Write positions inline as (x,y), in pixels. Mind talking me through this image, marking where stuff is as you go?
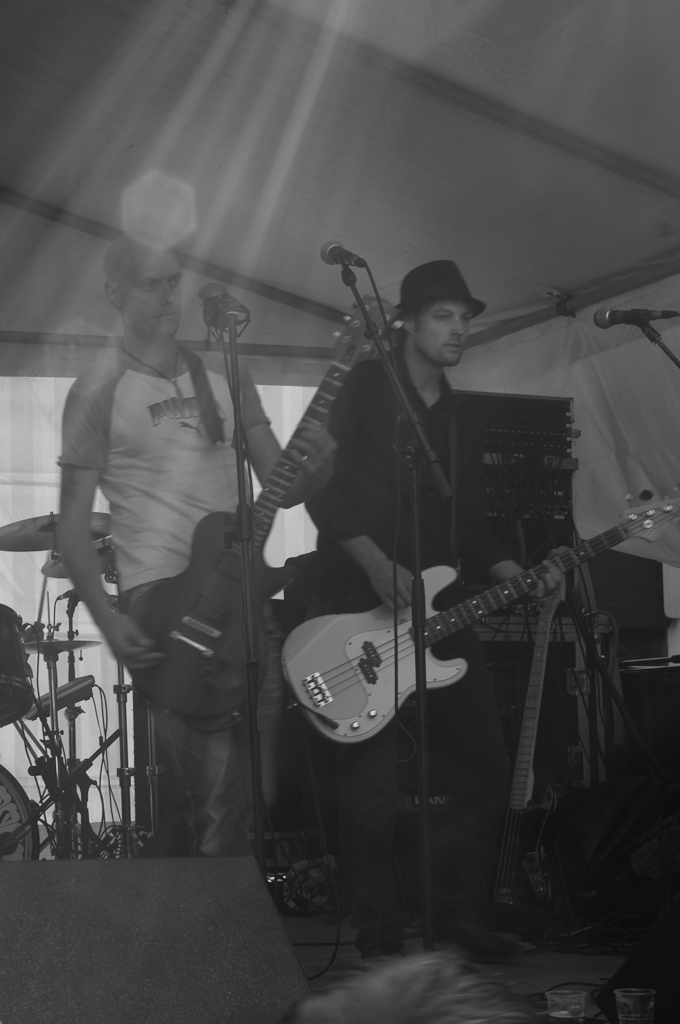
In the image we can see there are people (387,591) who are standing and holding guitar (405,677) in their hand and there is a black and white image in the picture.
